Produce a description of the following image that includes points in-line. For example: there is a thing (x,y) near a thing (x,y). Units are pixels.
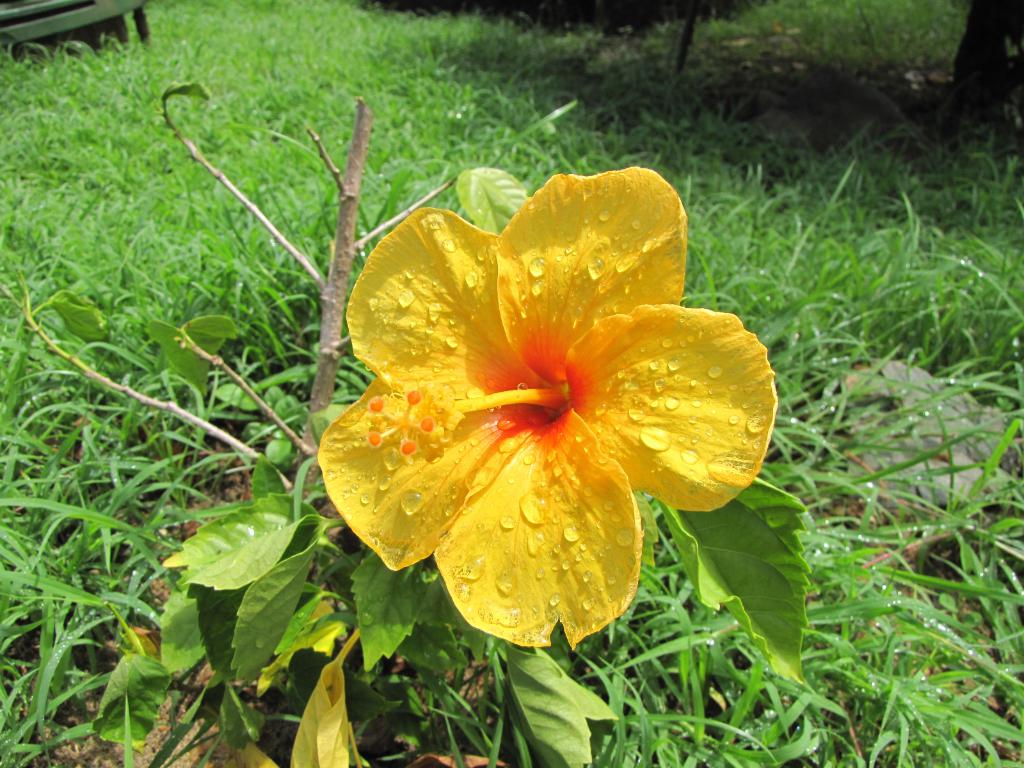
In this picture we can see a flower (378,531) and in the background (306,16) we can see grass (469,93).
